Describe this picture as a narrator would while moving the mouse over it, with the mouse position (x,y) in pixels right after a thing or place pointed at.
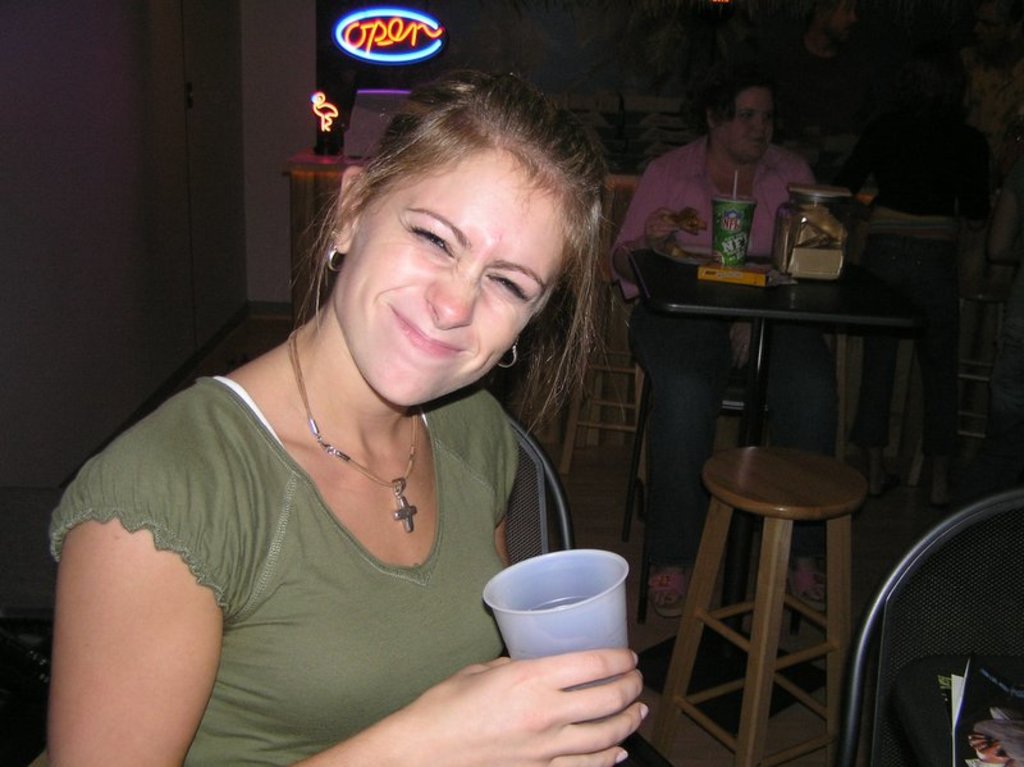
In this image we can see a woman (486,387) sitting on the chair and she is holding a glass (549,562) in her right hand (604,656). Here we can see the smile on her face (497,217). In the background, we can see another woman (697,146) sitting on the chair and she is eating. Here we can see a wooden chair (792,466) on the floor (864,537).
